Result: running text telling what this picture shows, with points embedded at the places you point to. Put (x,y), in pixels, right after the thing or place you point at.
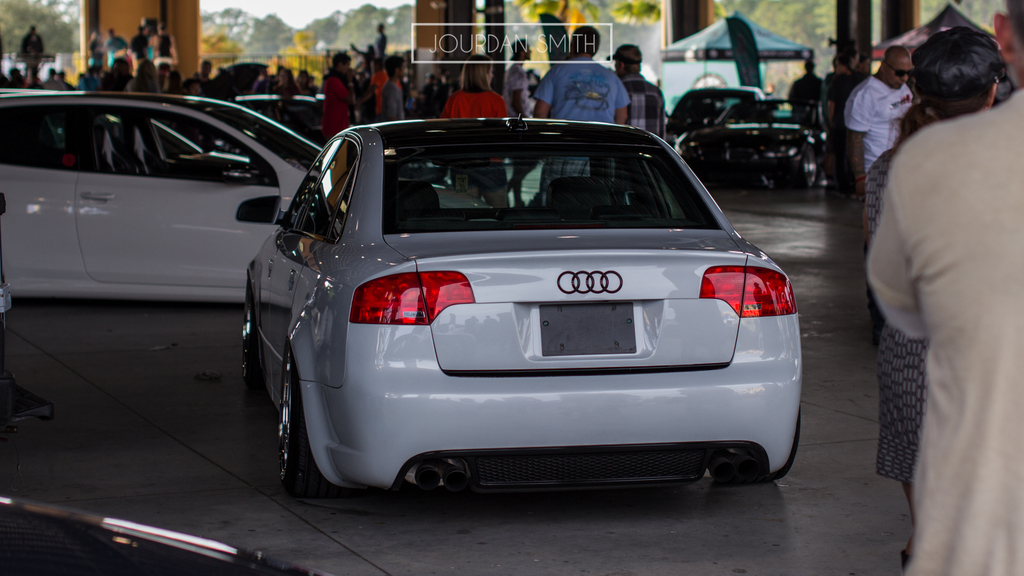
In this picture we can see many vehicles (228,130) and people (1002,307) on the ground (622,565) surrounded by pillars (82,44), tents (798,47) and trees (642,14).
